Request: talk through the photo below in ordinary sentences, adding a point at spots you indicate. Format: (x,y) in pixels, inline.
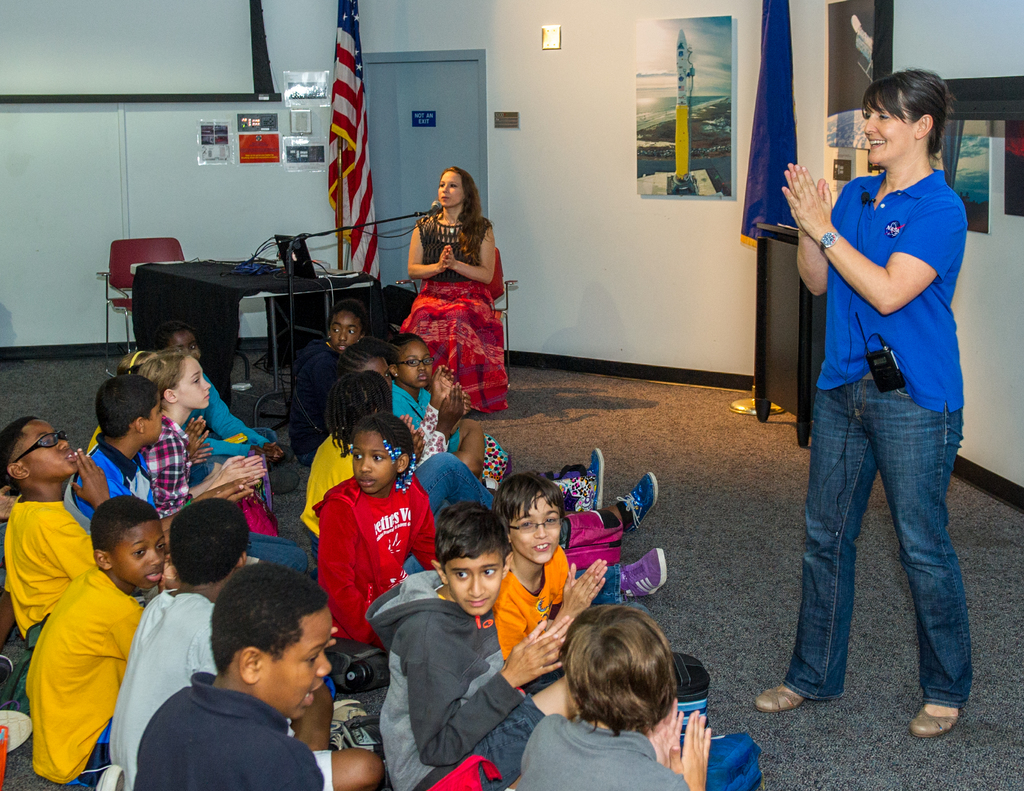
In this image there are group of persons (400,428) standing and sitting. On the right side (929,291) there is a person (930,291) standing and smiling and in the background (372,313) there is a table (276,337), on the table (300,295) there are objects (275,265) which are black in colour and there is a woman (434,312) sitting and in front of the woman (441,255) there is a mic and behind the woman (464,216) there are flags (353,100), there is a door (448,139) and there are frames (695,125) on the wall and there is an empty chair (136,260) which is red in colour.
